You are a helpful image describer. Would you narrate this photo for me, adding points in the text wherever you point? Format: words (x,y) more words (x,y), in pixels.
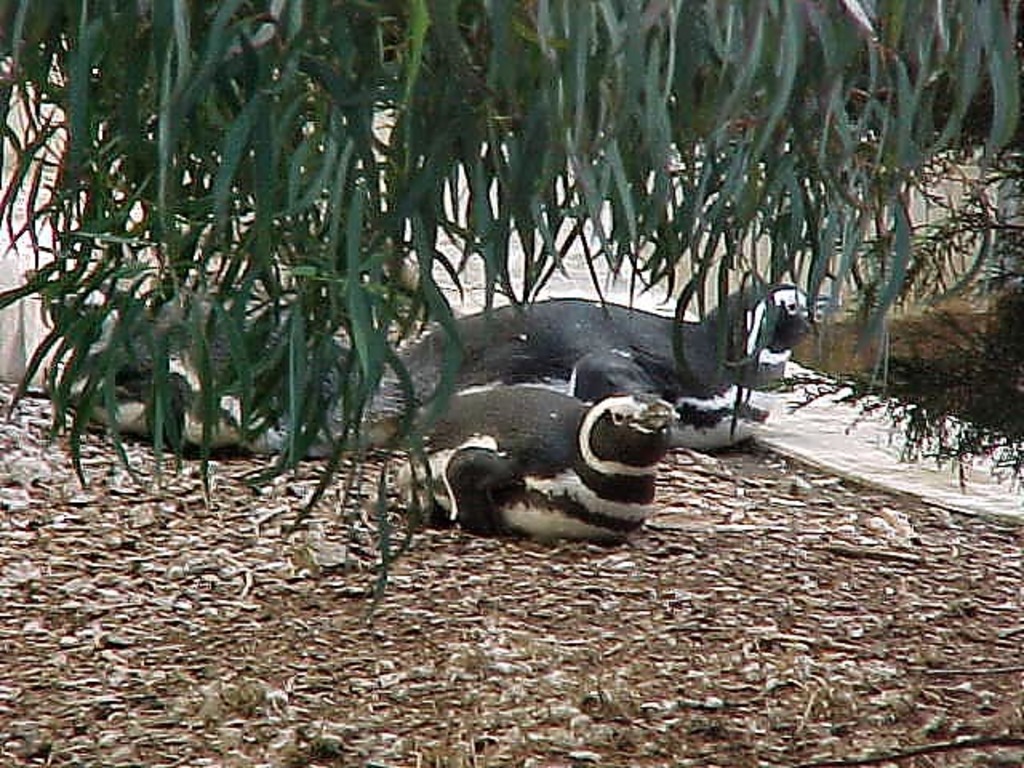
In this image we can see animals (669,435) on the ground (40,725). At the top of the image (229,10) we can see leaves (596,211).
